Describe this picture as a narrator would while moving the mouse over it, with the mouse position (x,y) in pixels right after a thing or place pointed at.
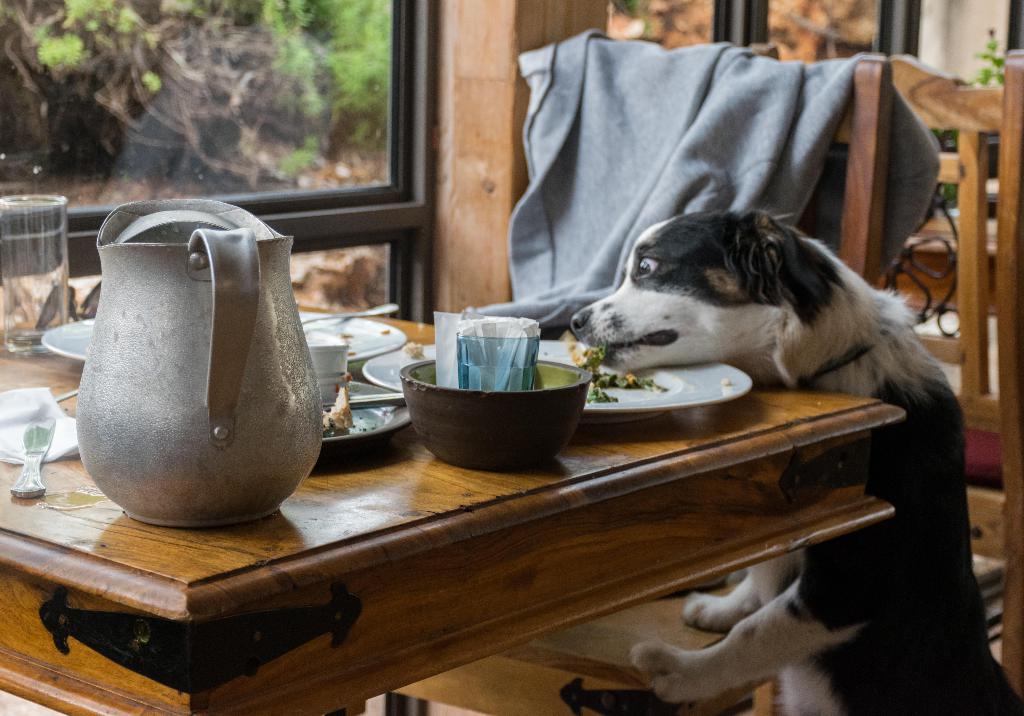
The picture consist of the Image of a dog (834,351) eating some food (641,386) from the plate (682,388), there is a table (466,485) in front of the dog (642,359) and on the table (487,490) there are some tissues (455,363), leftover food (412,357), jar (267,392), knives (370,315). Beside the table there is a chair (874,161) and there is a jacket (787,176) on the chair (889,121) in the background (308,103) there is a window (342,120) outside the window (416,117) are some trees (283,128).
